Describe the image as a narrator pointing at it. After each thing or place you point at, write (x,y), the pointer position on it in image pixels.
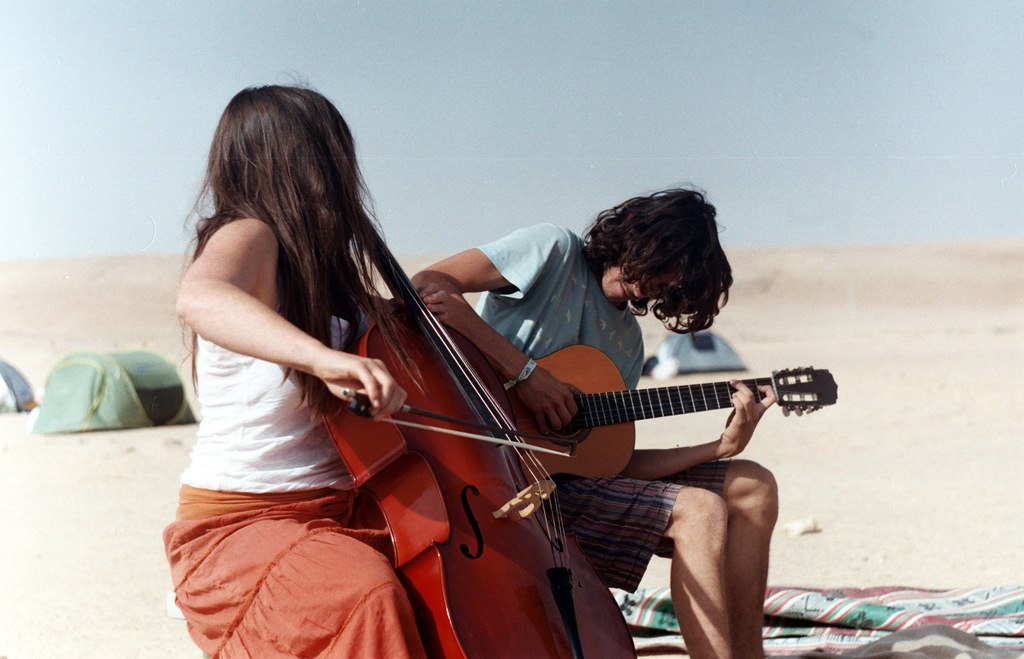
In this picture i could see two persons (245,469) holding musical instruments (480,416) on left (339,445) a cello (412,418) and to the right (809,388) a guitar (602,372), is sitting on the chair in the sand (82,531). In the background (109,379) i could see small tents (123,397) all around.
